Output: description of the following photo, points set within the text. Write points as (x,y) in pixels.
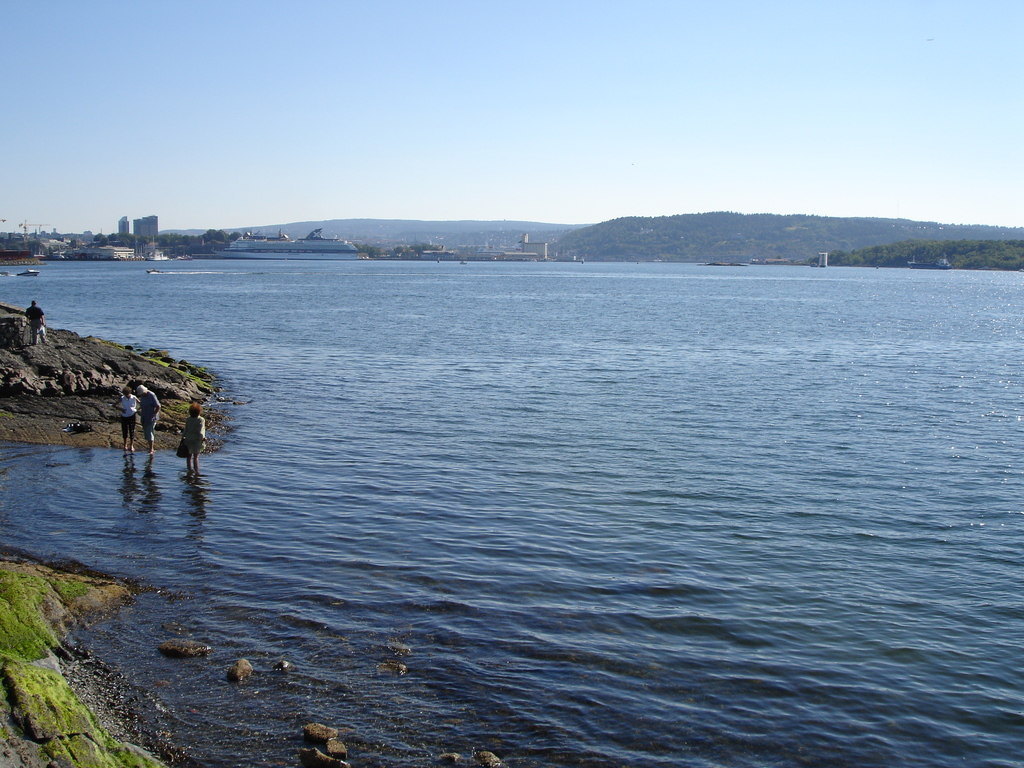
On the left side of the image (147,406) there are three people (155,422) standing in the water (158,453) and a person (36,324) is standing on the rock (33,345). At the center of the image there are few boats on the river (596,383). In the background (581,245) there are buildings (534,247), mountains (705,219) and a sky (823,151).
